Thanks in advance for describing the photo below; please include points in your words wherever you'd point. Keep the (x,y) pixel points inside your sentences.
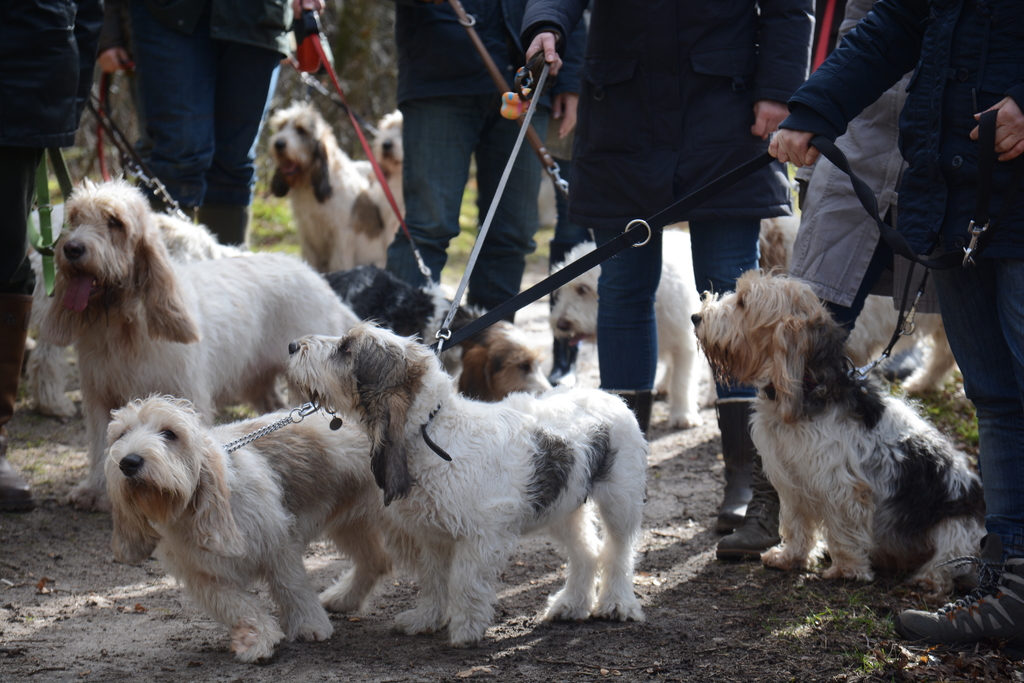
In this image I can see number of dogs (312,128) on the ground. I can also see number of people (662,125) are standing and I can see all of them are holding leashes (316,43). In the background (375,37) I can see grass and few plants (371,23).
